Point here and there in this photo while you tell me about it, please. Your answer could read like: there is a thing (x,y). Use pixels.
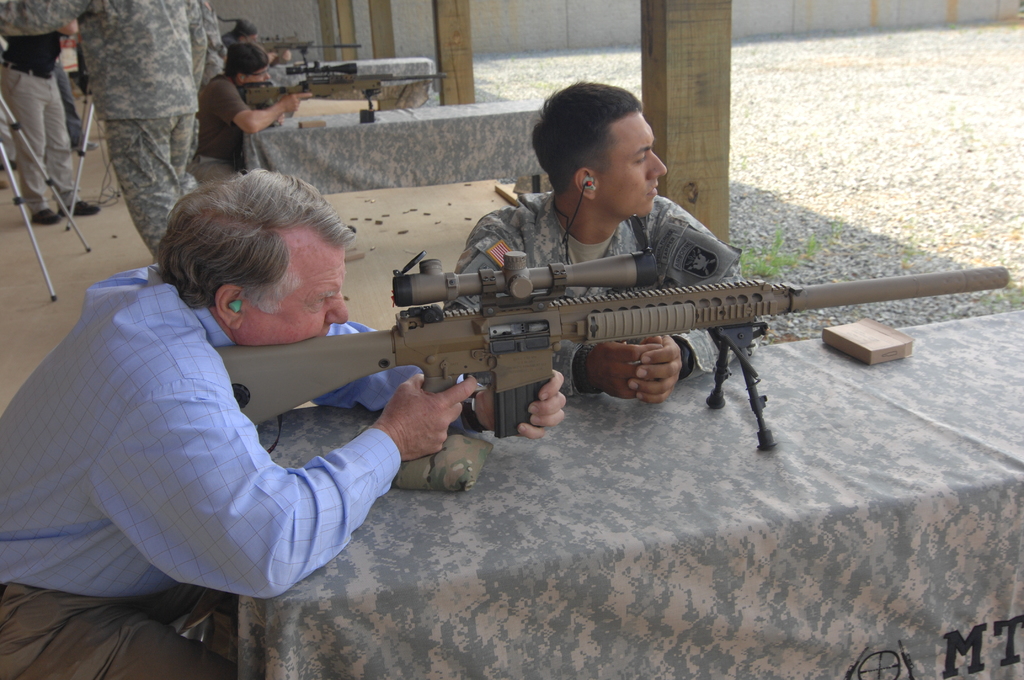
This picture shows few people (160,180) standing and few people (213,115) seated and holding guns (320,73) in their hands (296,97) on the tables (389,131) and we see stones (836,158) on the ground (885,166) and few fired bullets (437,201) and we see couple of stands (84,89).
